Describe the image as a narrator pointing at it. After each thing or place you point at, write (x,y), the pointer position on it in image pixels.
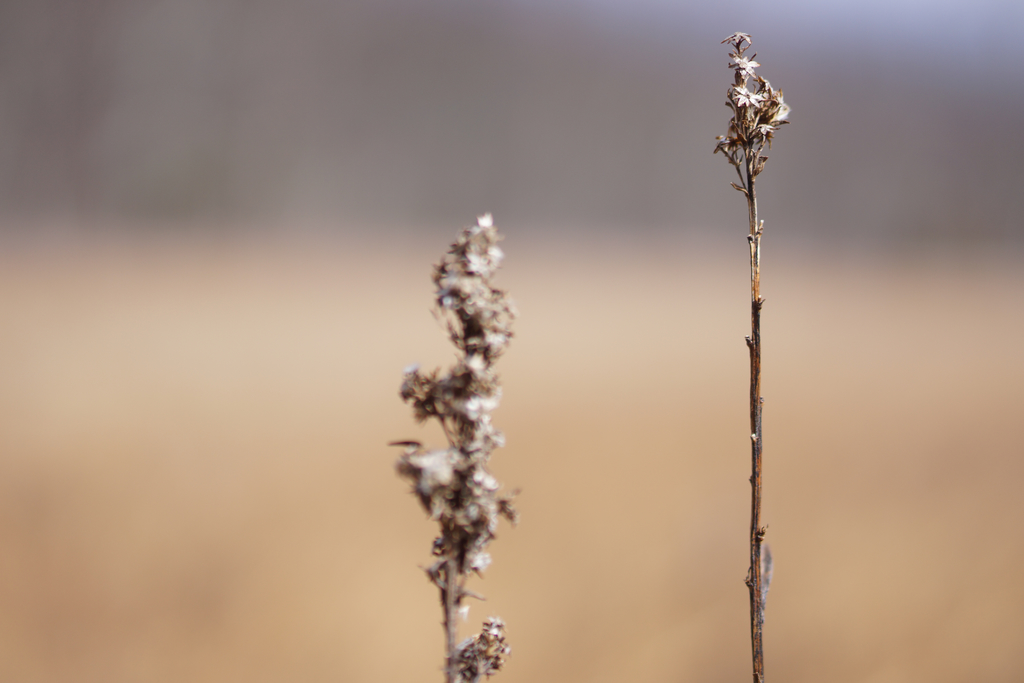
In this picture there are dried plants (444,282) in the image.
